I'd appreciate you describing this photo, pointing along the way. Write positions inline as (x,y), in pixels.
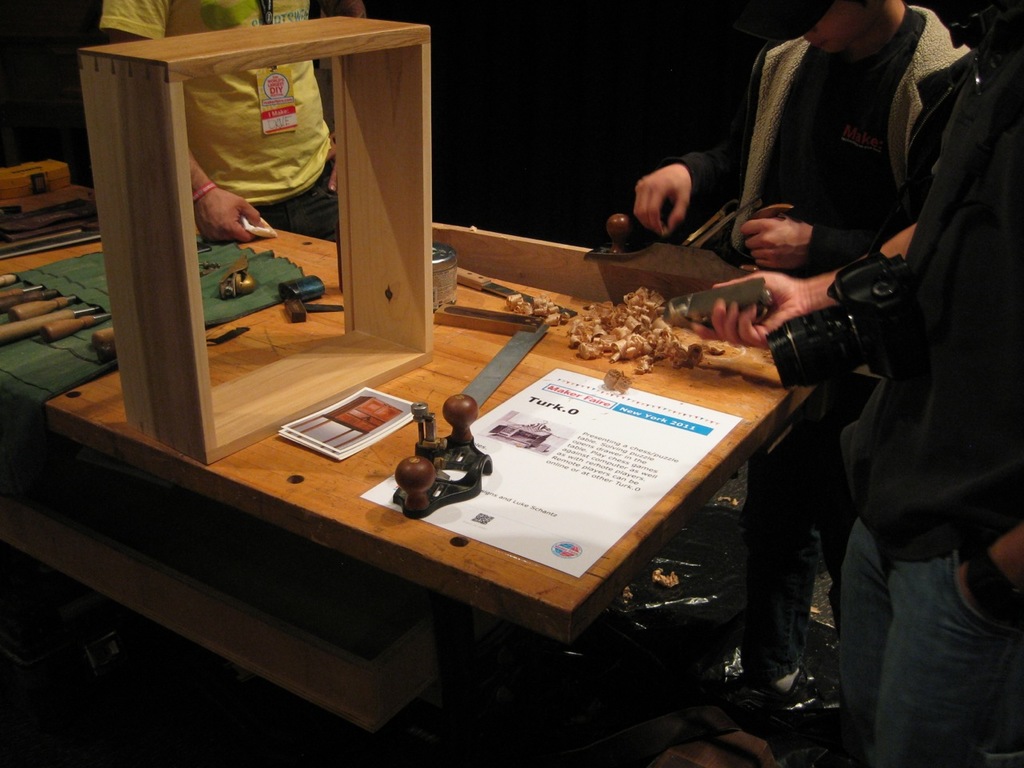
Three people (828,132) are performing some work on the desk (545,370) in front of them and there is a bag (83,349) with some tools (59,315) present in it. A paper (551,514) is present on the table (355,471) and a wooden box (150,199) is present on the table (396,385).
